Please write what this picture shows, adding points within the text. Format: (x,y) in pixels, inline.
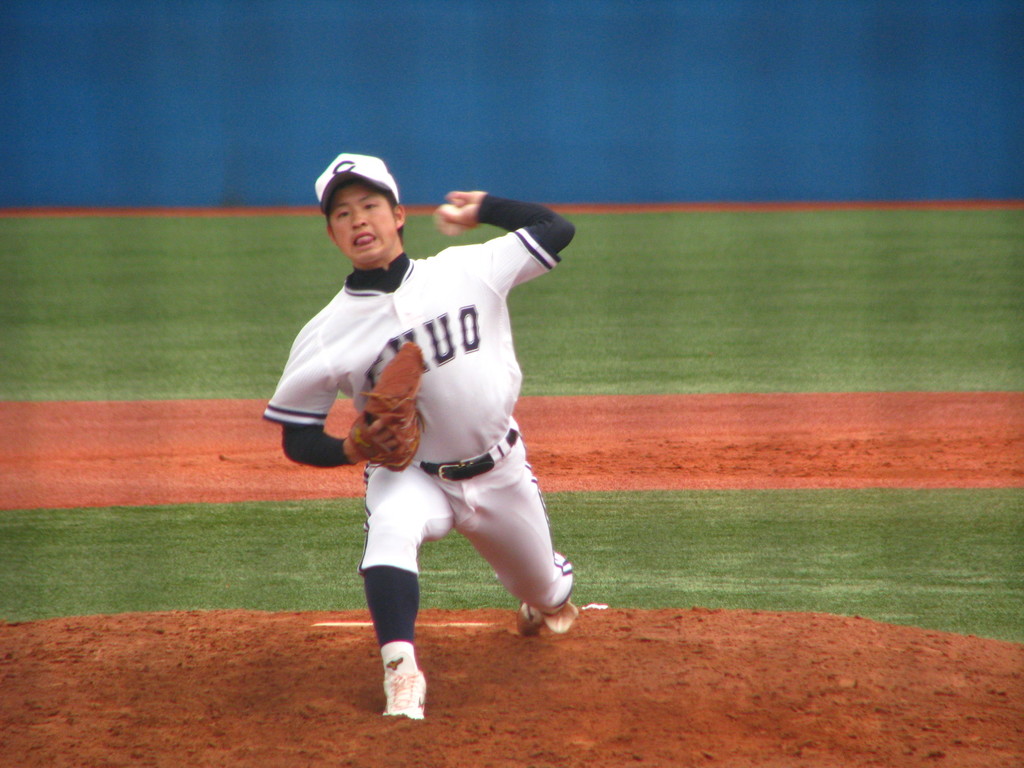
In this image, we can see a person (506,314) wearing a glove (391,429) and throwing a ball (446,222) with his hand (458,225). This person (536,265) is wearing clothes (453,383) and cap (352,168).
